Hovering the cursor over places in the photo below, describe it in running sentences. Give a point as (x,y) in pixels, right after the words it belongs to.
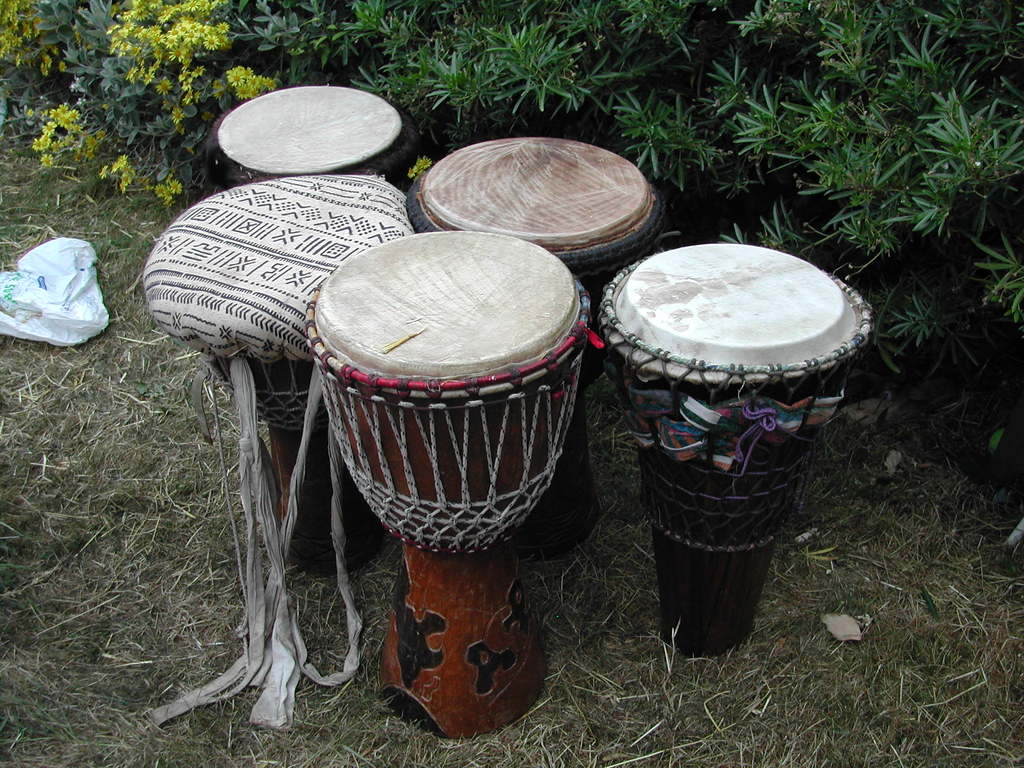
In this picture we can see goblet shaped hand drums (445,259), at the bottom (634,690) we can see grass (126,403), in the background (660,144) there are some plants (190,57) and flowers (143,63), we can see a cover (75,285) on the left side (47,302).
